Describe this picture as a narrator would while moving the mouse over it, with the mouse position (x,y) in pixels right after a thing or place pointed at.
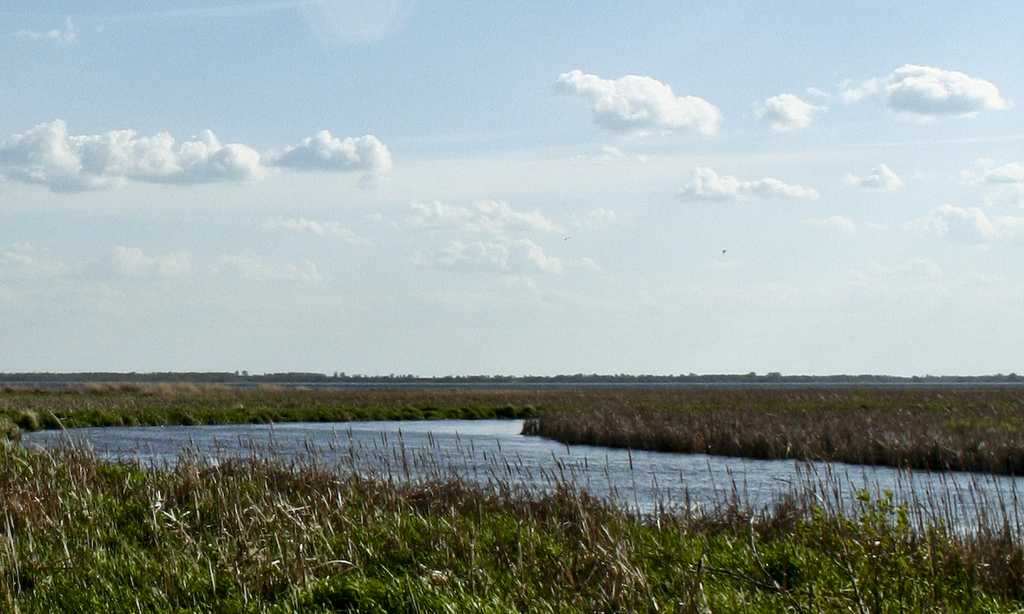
In this picture we can see few plants (172,487) and water (492,436), in the background (535,382) we can find few trees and clouds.
